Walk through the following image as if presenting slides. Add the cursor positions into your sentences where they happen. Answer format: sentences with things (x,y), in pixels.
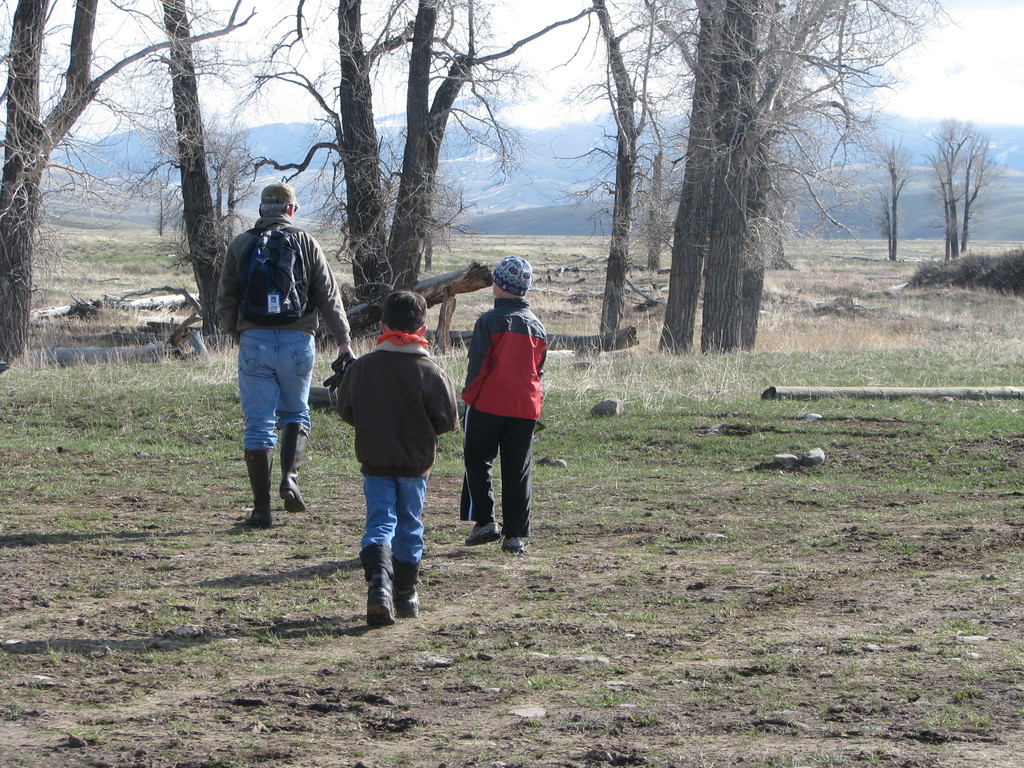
In the image we can see there are three people (257,421) wearing clothes (261,419), boots (374,580) and two of them are wearing a cap (514,283). This is grass (682,418), stones (609,407), trees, hills (576,220), bag (285,286), wooden log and white sky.
